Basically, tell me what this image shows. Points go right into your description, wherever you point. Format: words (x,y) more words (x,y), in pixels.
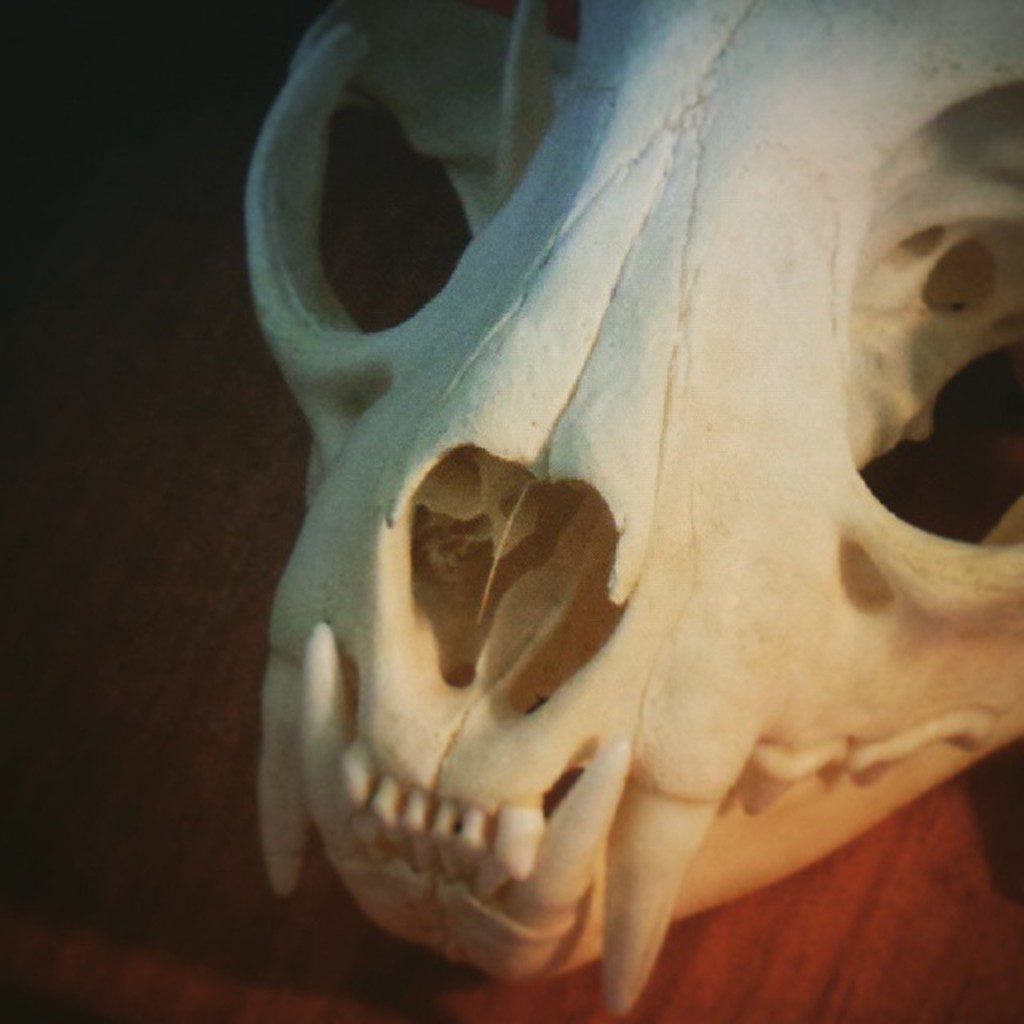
In the picture there is a skull (568,573) of an animal (619,267) kept on a table (983,879).
